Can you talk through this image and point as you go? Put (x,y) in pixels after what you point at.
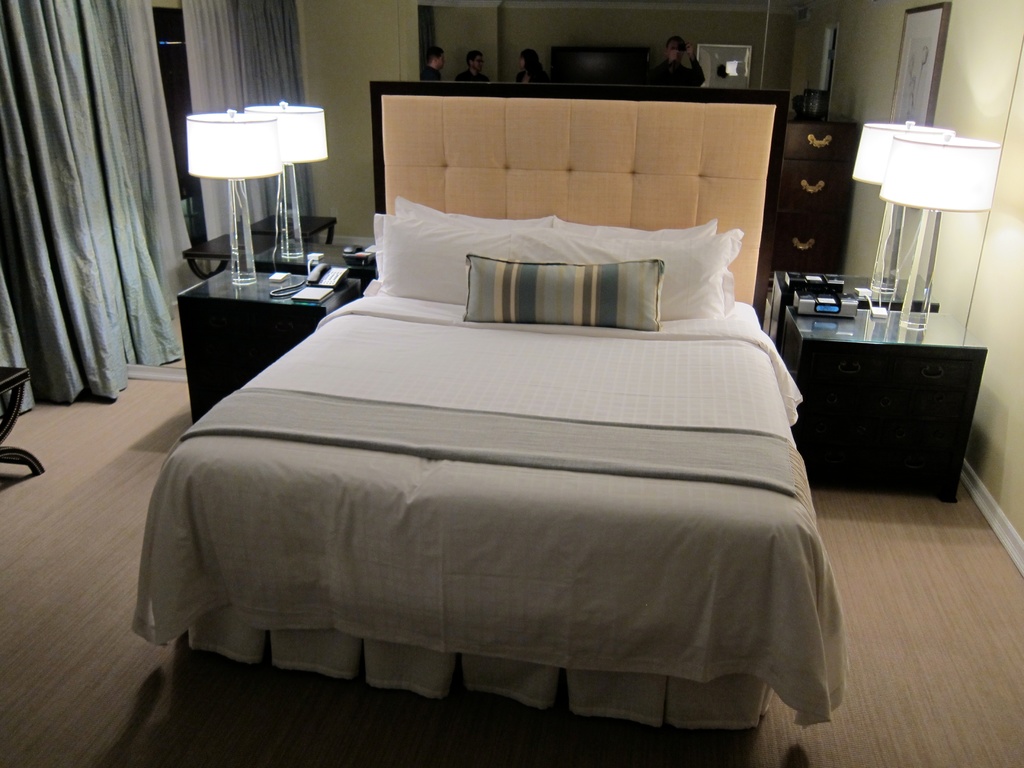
In this image I can see the bed (380,406). On the bed (409,420) I can see the pillows (475,294) and the blankets (571,454). To the side of the bed (455,316) I can see the lamps (215,172), telephone (330,285) and some objects (310,295) on the table (839,346). To the left (8,249) I can see the curtains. In the background (469,80) I can see the group of people (663,80). To the right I can see the frame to the wall (861,43).
